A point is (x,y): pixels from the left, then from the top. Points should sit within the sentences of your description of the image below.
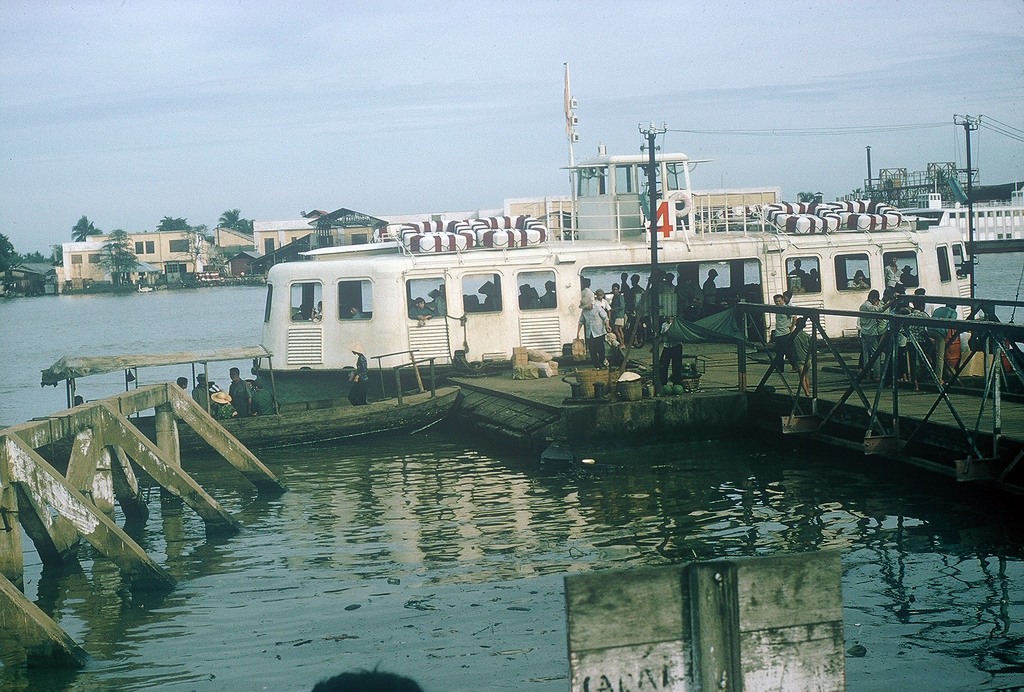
At the bottom of the image (439,512) there is water (449,505). There is a ship (749,290). In the background of the image (245,259) there are buildings (228,266). There are trees (234,213). At the top of the image (296,127) there is sky (234,134).
